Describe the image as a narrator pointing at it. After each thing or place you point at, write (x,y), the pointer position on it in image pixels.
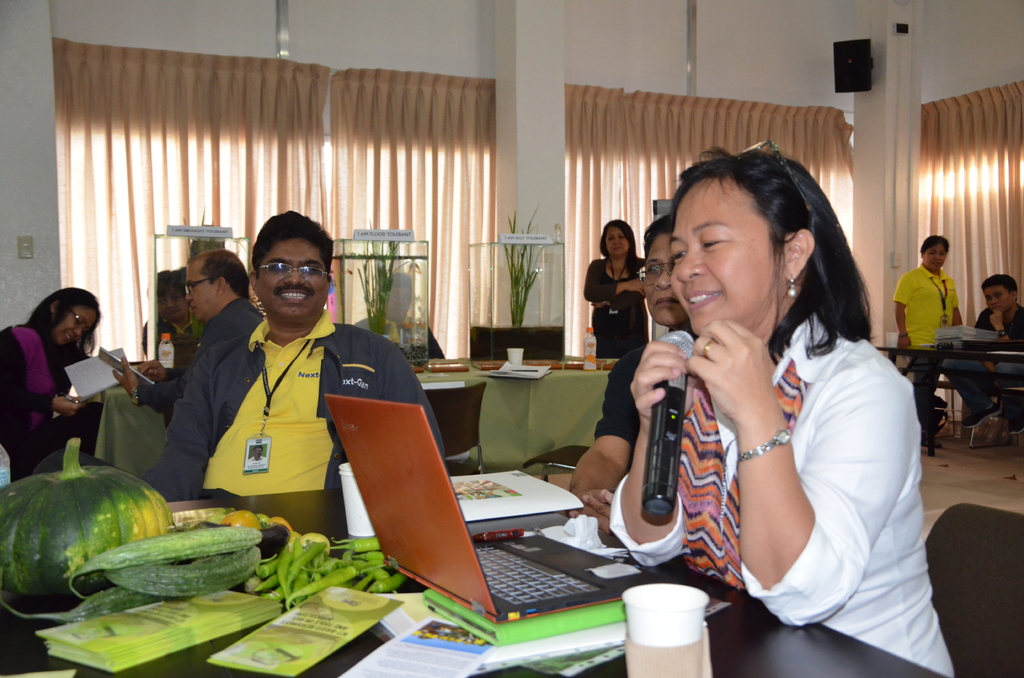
In the center of the image (426,434) there is a table (20,643) on which there are many objects (408,440) like laptop (407,425), vegetables (42,571), cup (679,617). There is a lady (650,362) wearing a white color shirt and holding a mic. There is a person (205,492) wearing a jacket (245,334) and a Id card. In the background of the image (15,427) there are people (623,304). There is a wall (712,52). There are plants (512,314).
